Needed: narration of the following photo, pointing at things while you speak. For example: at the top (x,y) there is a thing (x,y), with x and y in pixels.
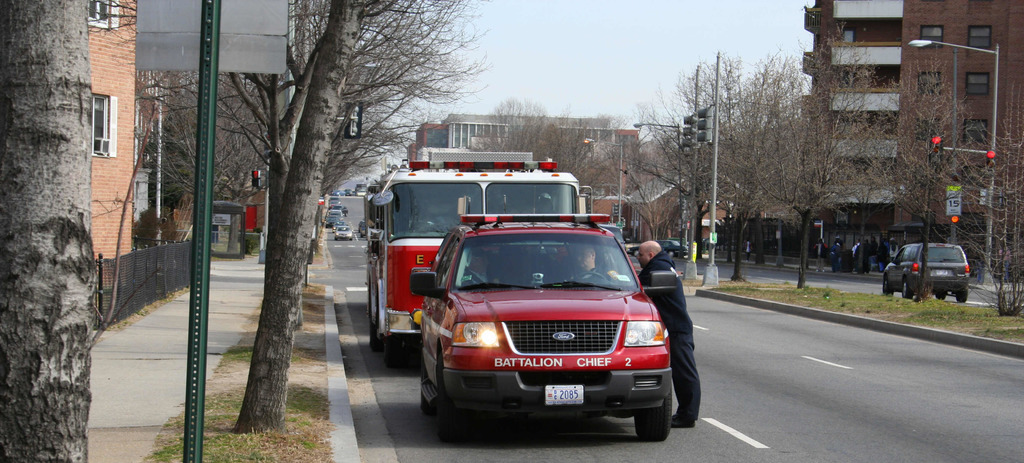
In this image I can see a man (663,304) is standing beside a vehicle (539,314). Here I can see some vehicles (497,284) on the road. On the left side (126,298) I can see a fence (127,279). In the background (716,148) I can see buildings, traffic lights (707,126), street lights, trees (533,148) and the sky (545,57).
